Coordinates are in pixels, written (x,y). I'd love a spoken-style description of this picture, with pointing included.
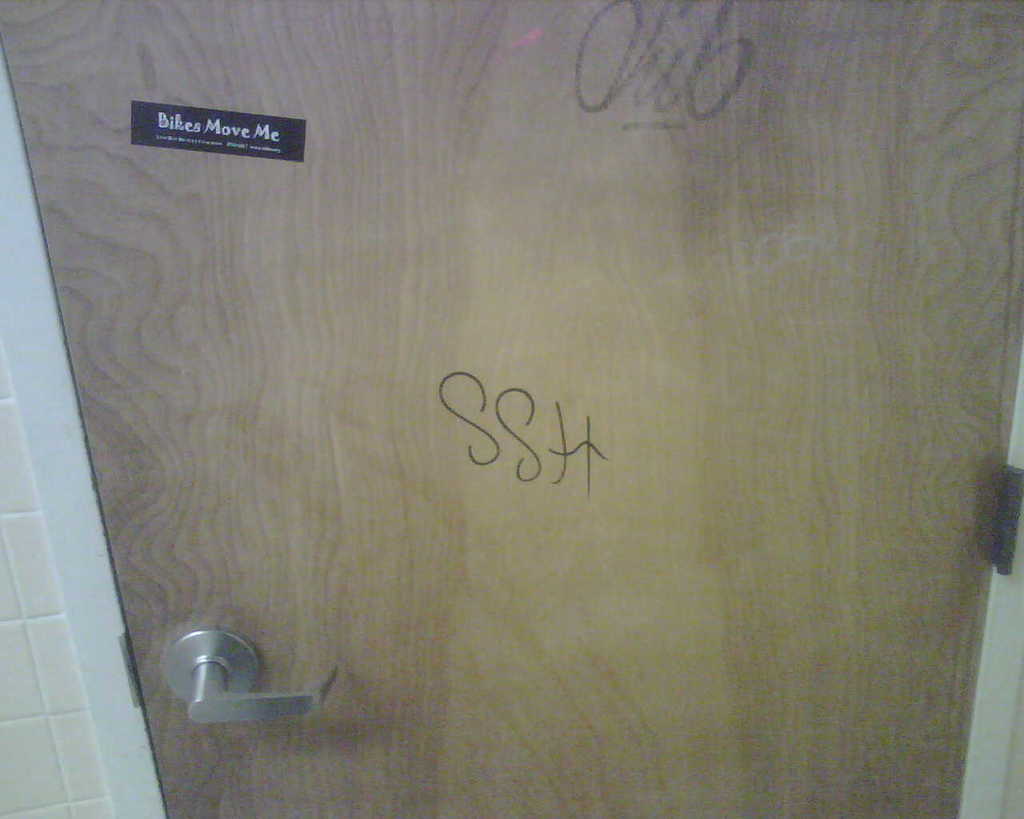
In this picture we can see the wall (46,615), door (249,585) with a handle (239,674) and on this door (506,575) we can see a sticker (245,147) and some text (724,108).
